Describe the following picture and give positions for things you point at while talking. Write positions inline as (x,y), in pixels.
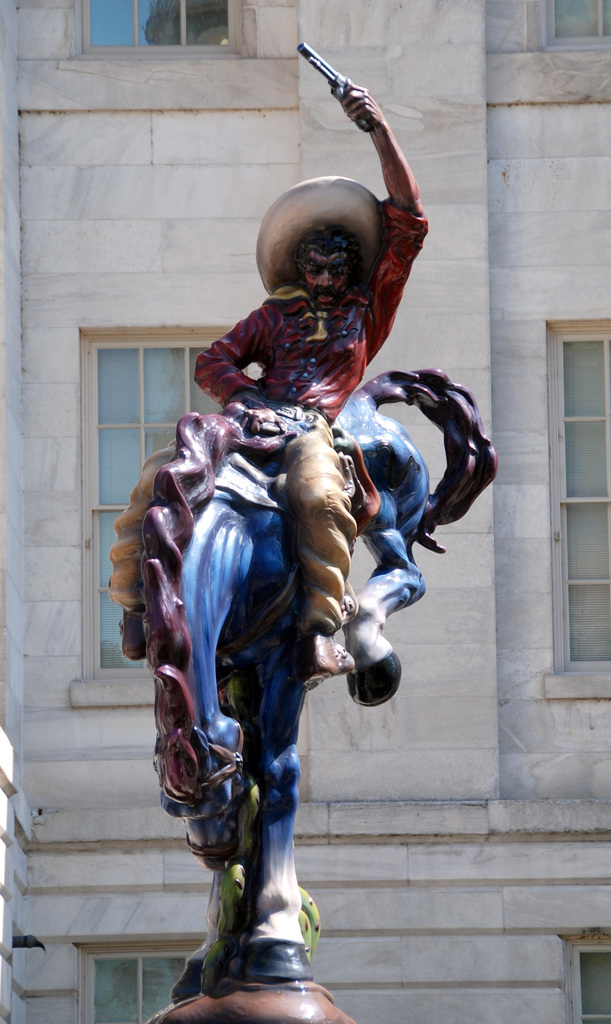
This picture is of the outside. In the center of the picture (284,465) we can see the Sculpture (290,805) of a Horse (384,434) and a Man (327,249). There is a Man (283,237) who is wearing a hat (327,214) and holding a gun (334,80) in his hand (355,111) and sitting on the Horse (247,591). In the background (164,60) there is a building (506,220) and we can see the windows (101,419) of that building (68,490).
